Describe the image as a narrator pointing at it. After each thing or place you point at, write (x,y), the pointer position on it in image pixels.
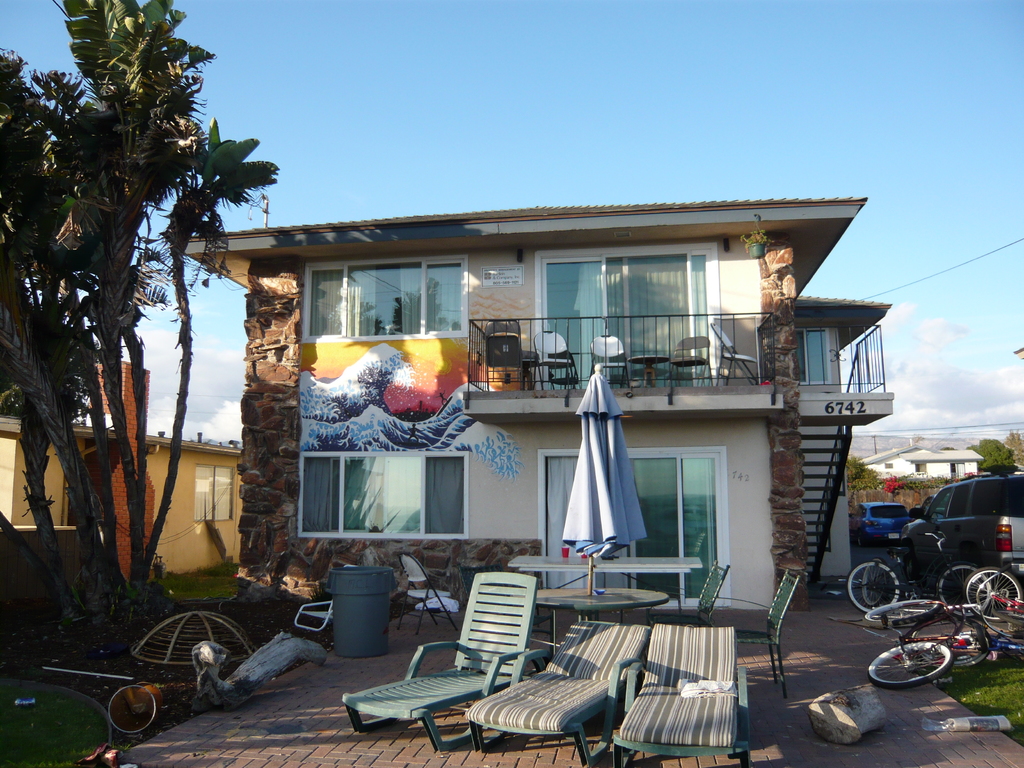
Here we can see a building (472,270), and here is the door (654,510) and here is the window (452,513), and here is the staircase (838,441), and in front here is the car (975,501) on the road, and here are the bicycles (965,581), and here is the chairs (670,633), and here is the tree (131,306), and at above here is the sky (624,145).
